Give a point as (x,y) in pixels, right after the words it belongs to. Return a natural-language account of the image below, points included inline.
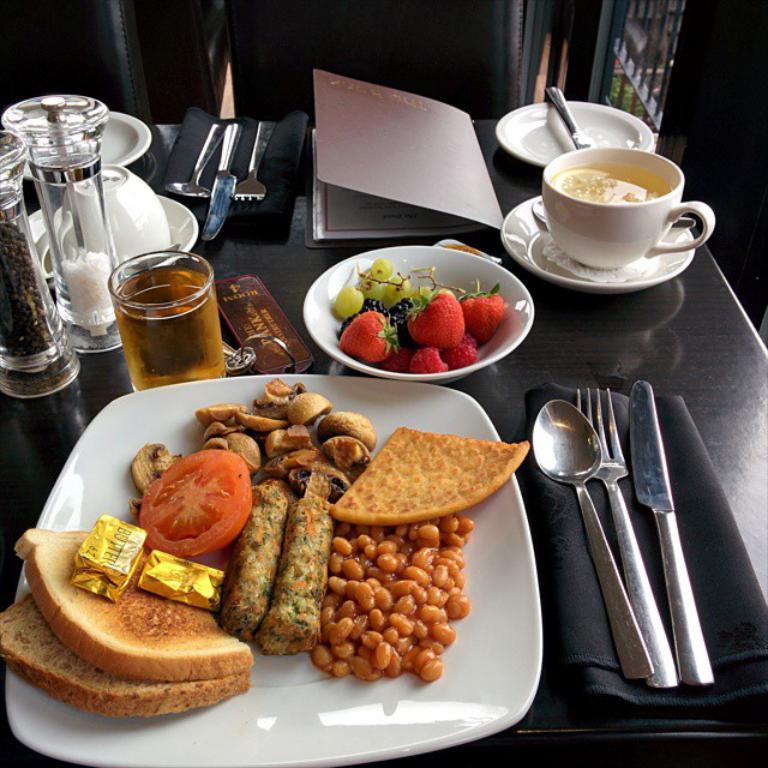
In this image we can see food (301,492) on plate (301,674), fruits (425,306), cup (604,229), saucer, knife (635,451), fork (641,589), spoon (566,462), napkin (604,627), beverage (165,309) in glass (158,328) placed on the table (30,420).
